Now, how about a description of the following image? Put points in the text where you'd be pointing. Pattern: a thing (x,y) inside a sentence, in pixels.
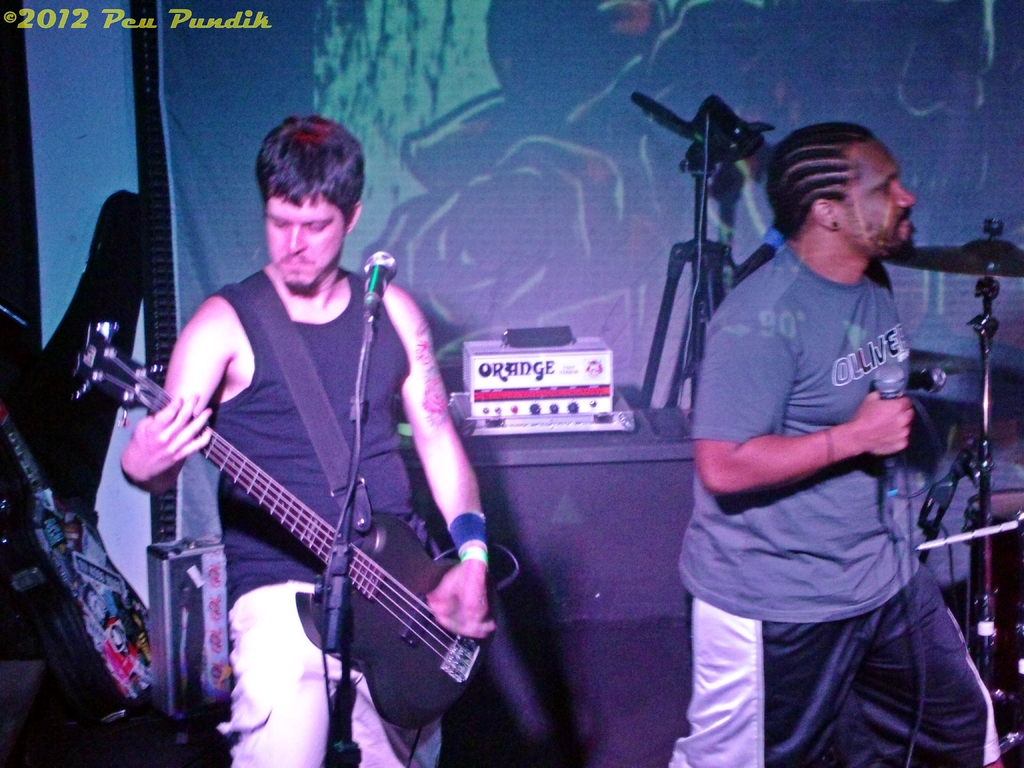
In this picture we see a man (139,459) playing guitar (164,392) and a man (834,299) standing by holding a microphone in his hand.
